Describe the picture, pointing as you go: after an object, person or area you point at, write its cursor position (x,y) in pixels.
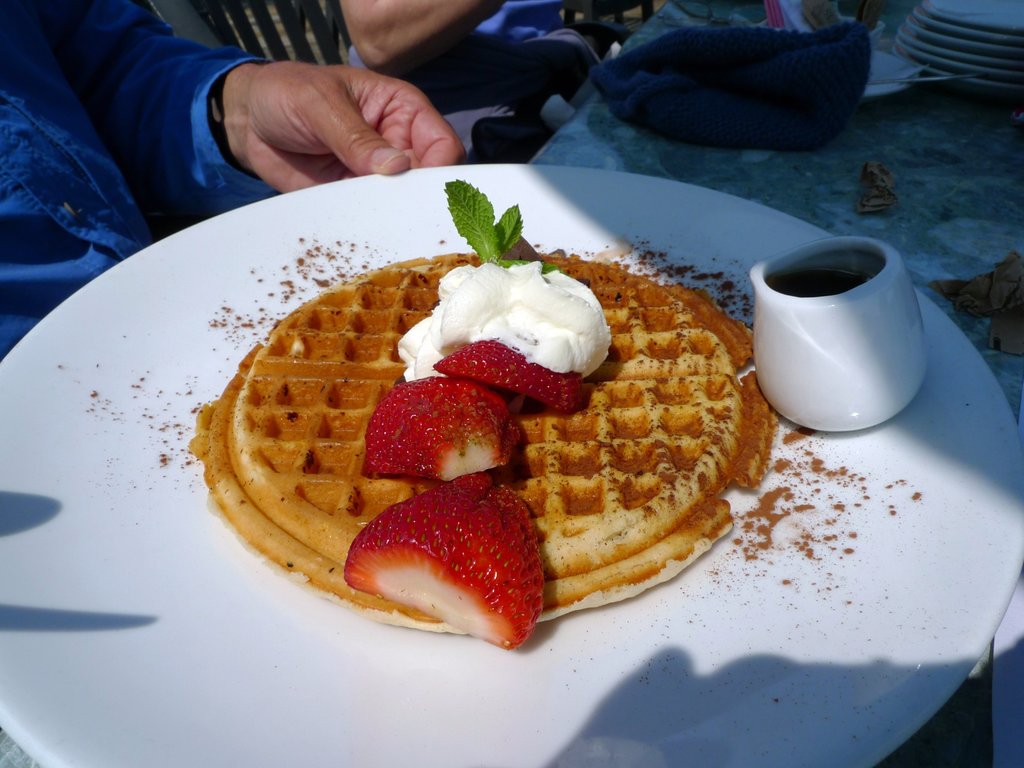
Here in this picture we can see a Belgian waffle (597,440) present on a plate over there and on it we can see strawberries (494,453), cream (498,317) and some mint leaves (504,243) present and beside it we can see a sauce cup (788,334) present and we can see a person (257,113) is holding the plate (256,205), which is present on the table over there and beside it we can see a cap (793,81) and plates (954,53) and other people (433,64) sitting on chairs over there.
